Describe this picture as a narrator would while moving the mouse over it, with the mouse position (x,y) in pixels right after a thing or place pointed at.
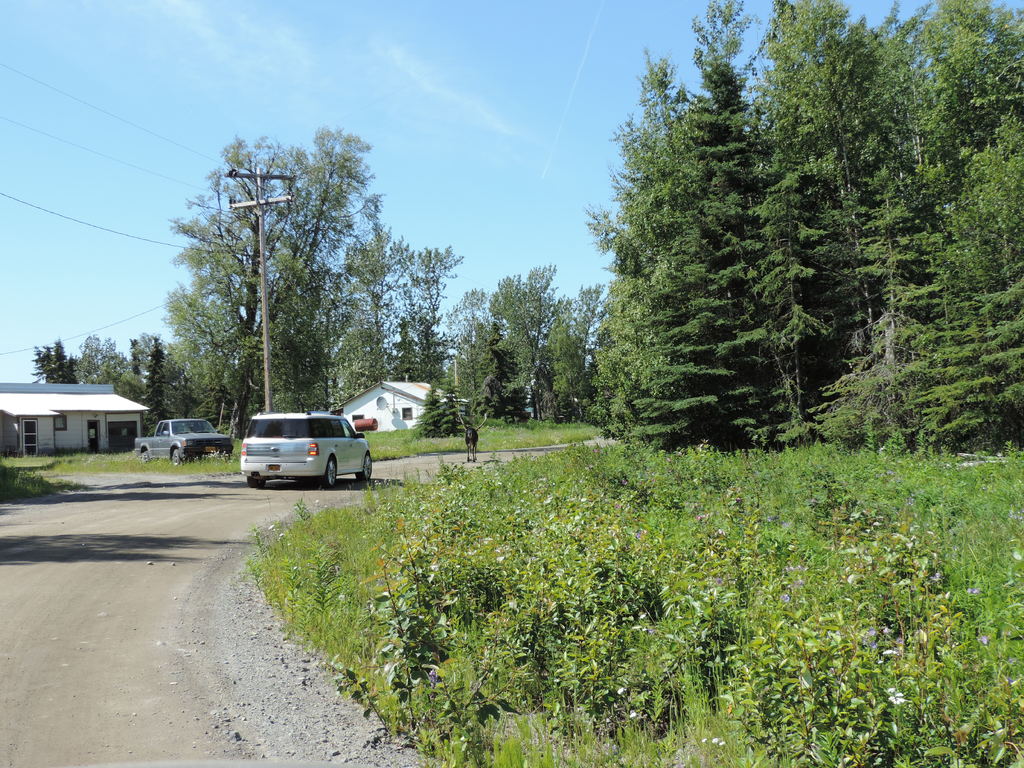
In this image I can see a white colored car (292,453) on the road (129,553) and a animal (473,432) which is black in color on the road (472,458). I can see few plants (753,584), few trees (807,307), few buildings (400,390) and a car (181,454) which is grey in color. In the background (251,382) I can see a electric pole (269,376), few wires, few trees (233,258) and the sky (457,125).
